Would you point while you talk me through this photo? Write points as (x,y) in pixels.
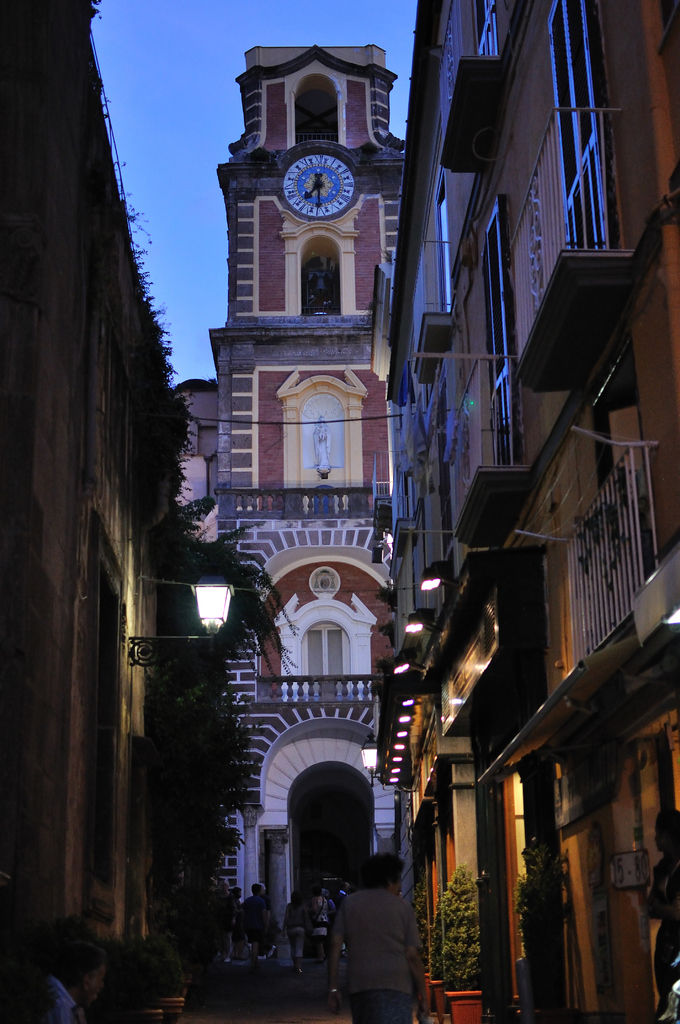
At the bottom of the picture (378,975), we see people (370,978) are walking on the road (305,959). On either side of the picture, we see buildings (444,680), street lights (400,721) and flower pots (472,995). In the background (329,812), we see a building (310,632) or a clock tower (323,514). At the top (187,131), we see the sky (170,115), which is blue in color.
